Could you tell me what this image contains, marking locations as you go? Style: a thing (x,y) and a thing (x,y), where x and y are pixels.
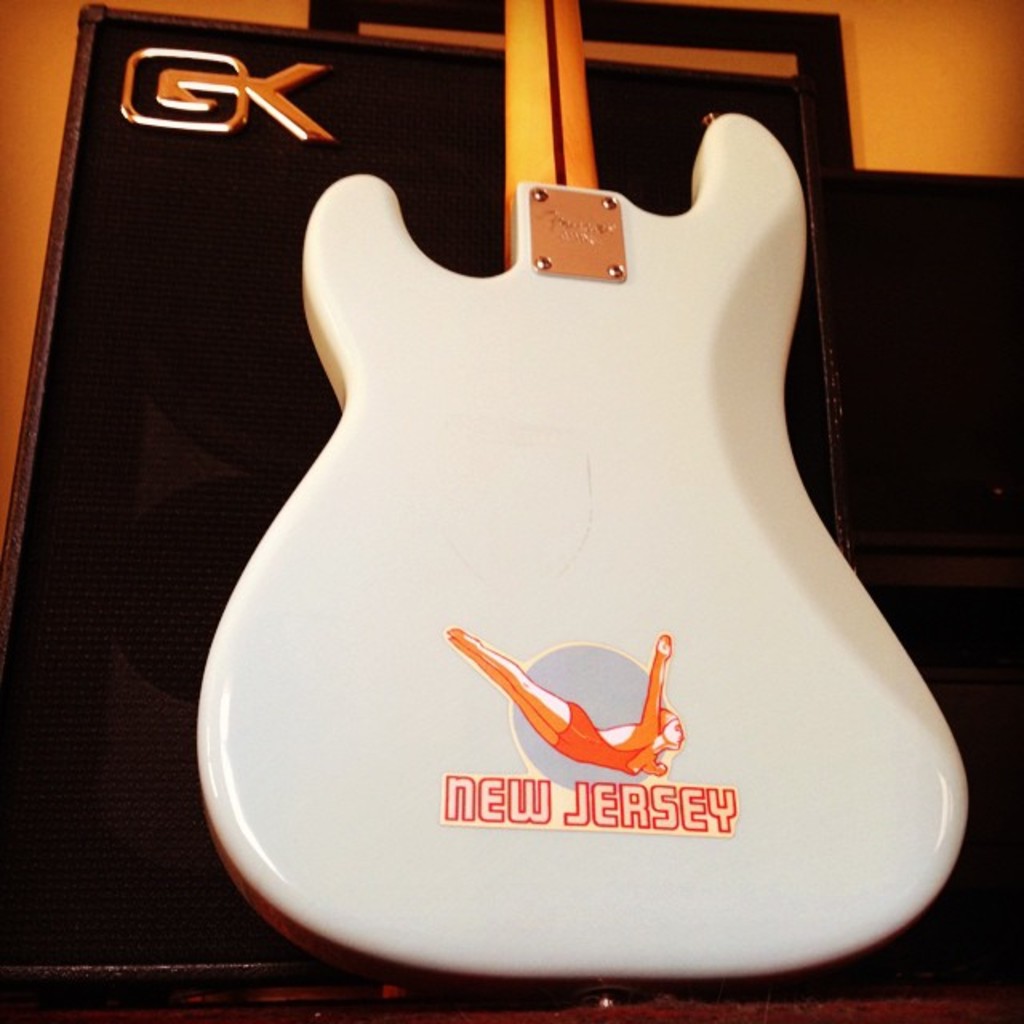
In this picture we can see a guitar (512,416) and we can find some text (657,792) on it.
